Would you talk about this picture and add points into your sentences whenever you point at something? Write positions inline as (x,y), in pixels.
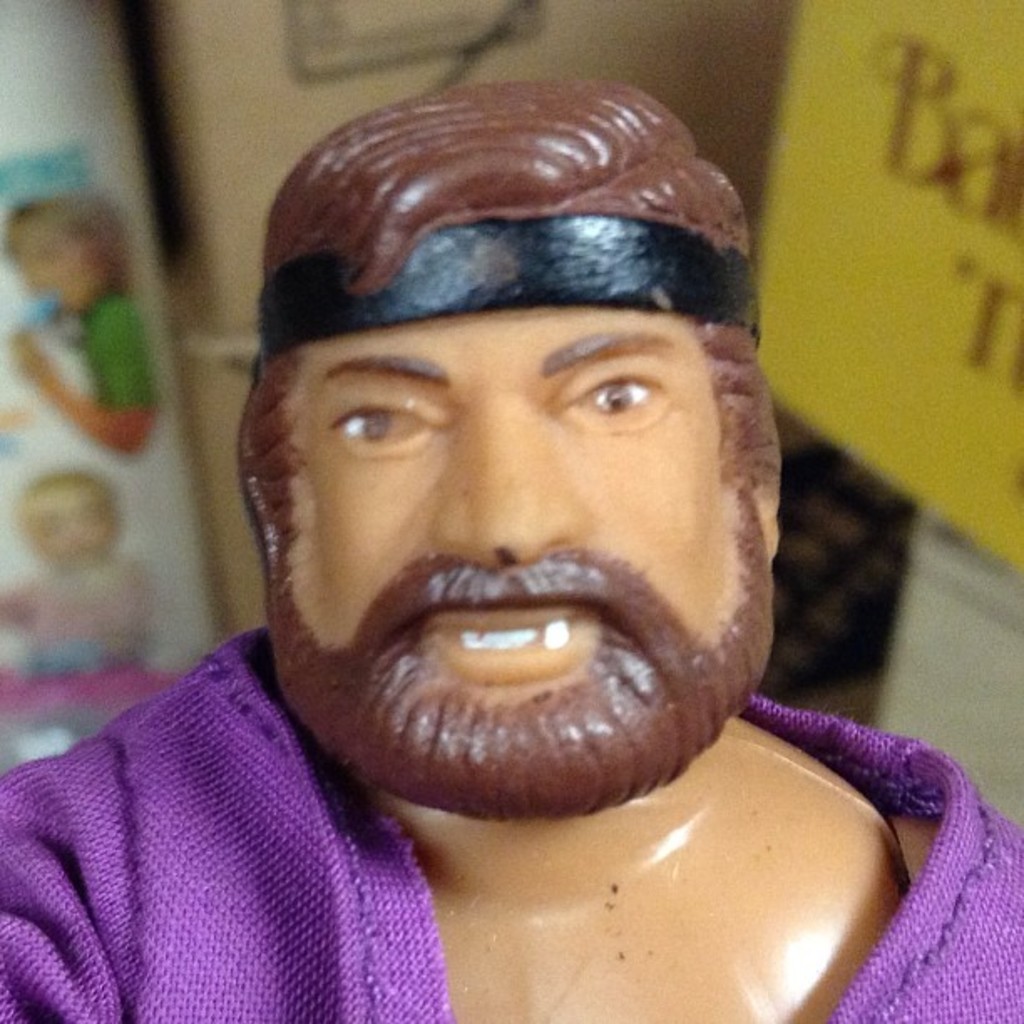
In this image in the foreground (453,839) there is one toy (402,519), and in the background (164,372) there are some boards (70,648) and a wall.
